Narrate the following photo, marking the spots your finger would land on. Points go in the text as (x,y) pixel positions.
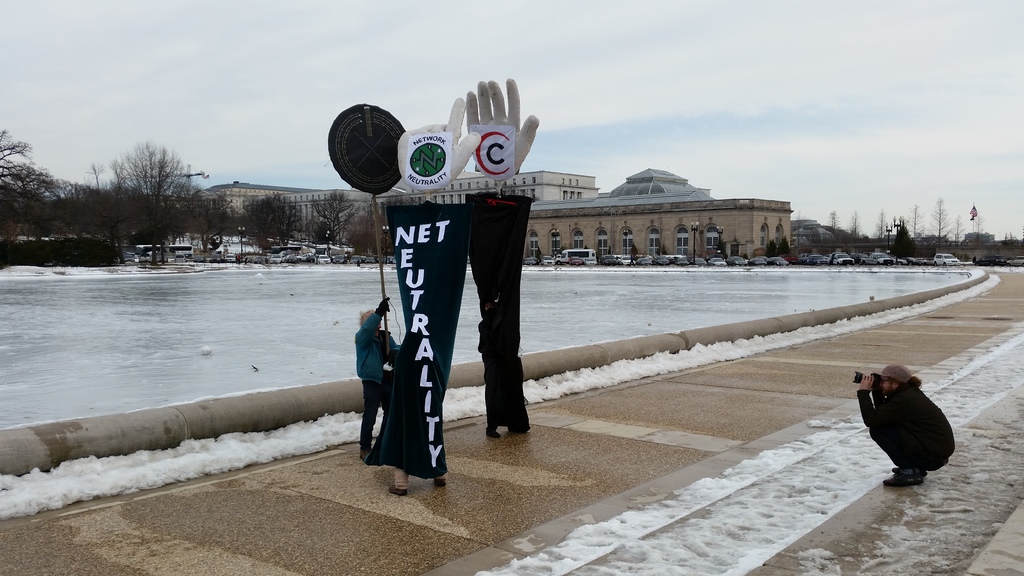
In this picture I can see a person (884,409) holding the camera (861,376) on the right side (873,418). I can see a person (377,355) holding the metal rod (385,344) on the left side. I can see two people (497,270) wearing the costumes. I can see snow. I can see the vehicles (607,266) in the parking space (589,262). I can see the buildings (540,200). I can see trees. I can see clouds (654,138) in the sky (687,108).
